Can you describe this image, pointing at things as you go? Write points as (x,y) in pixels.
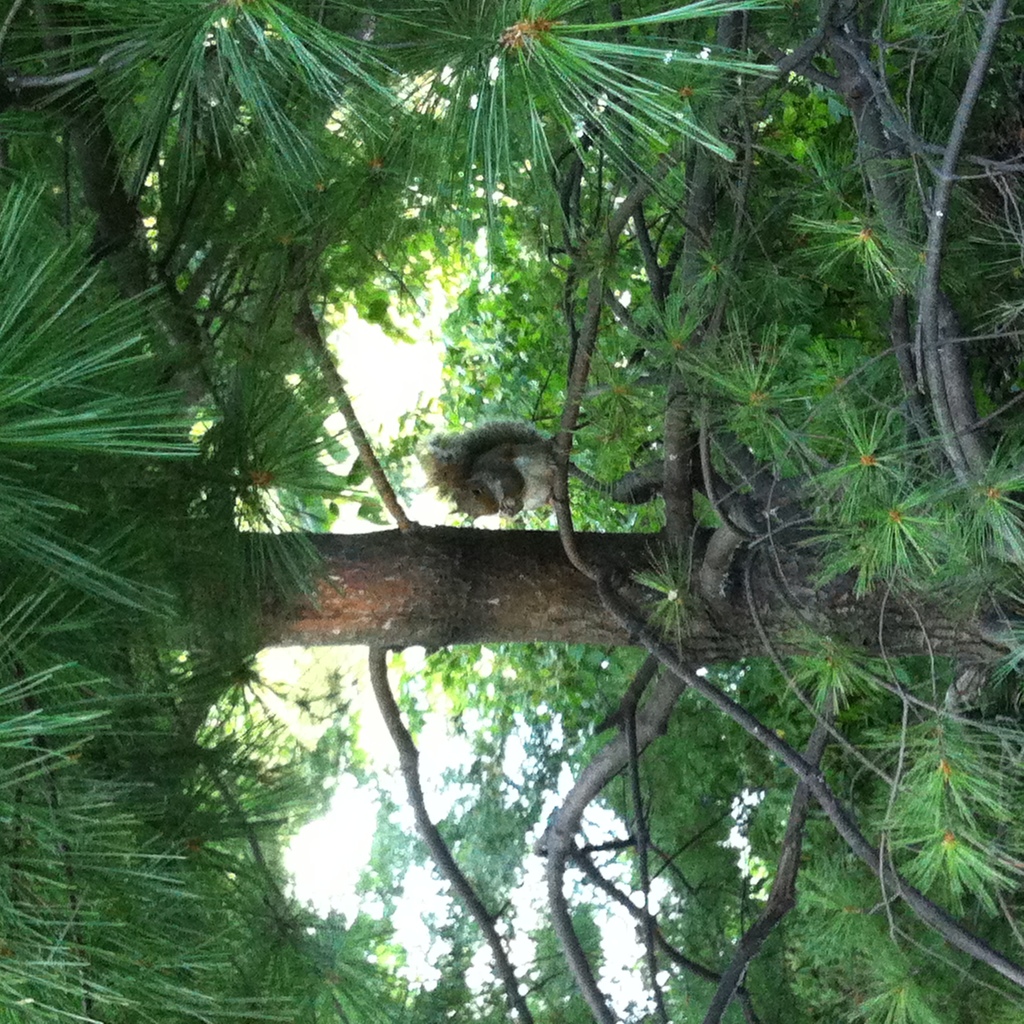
In this picture I can observe some trees (421,592) and plants (692,872) on the ground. In the background (431,311) there is sky (437,345). There is a squirrel (449,487) on the branch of the tree (522,539) in the middle of the picture (486,491).
